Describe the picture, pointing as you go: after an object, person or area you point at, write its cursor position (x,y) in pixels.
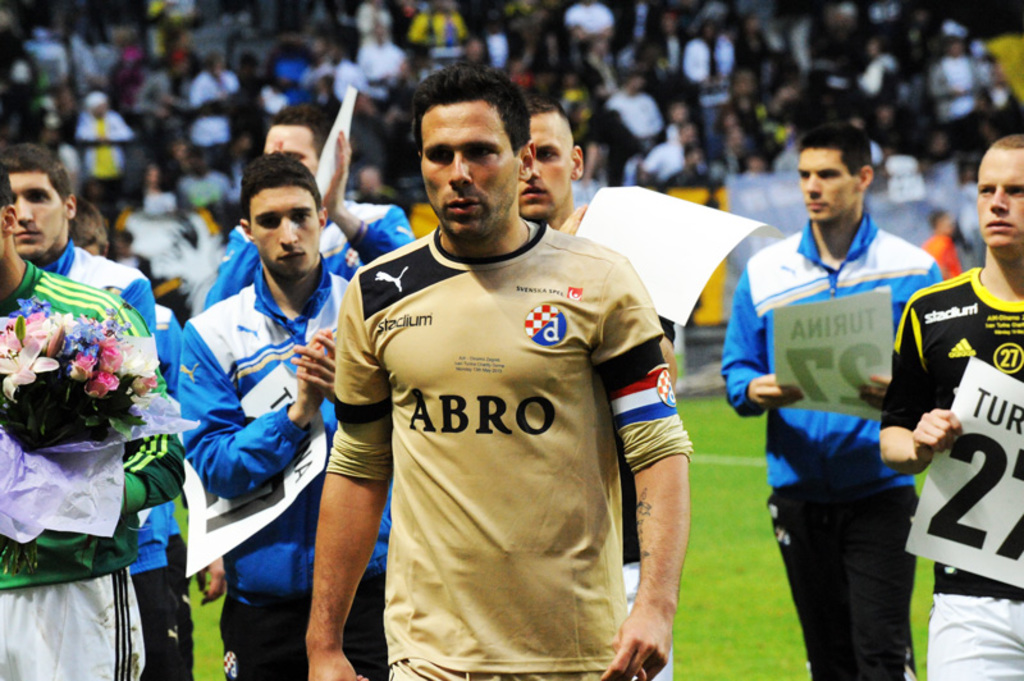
In this image I can see in the middle (483,412) a man (533,358) is walking, he wore t-shirt (533,478), trouser (523,675). Behind him a group of people (752,335) are also walking, holding the papers (675,285) in their hands (304,351), at the back side (22,111) few people (185,92) are standing and few of them are sitting and observing this.
